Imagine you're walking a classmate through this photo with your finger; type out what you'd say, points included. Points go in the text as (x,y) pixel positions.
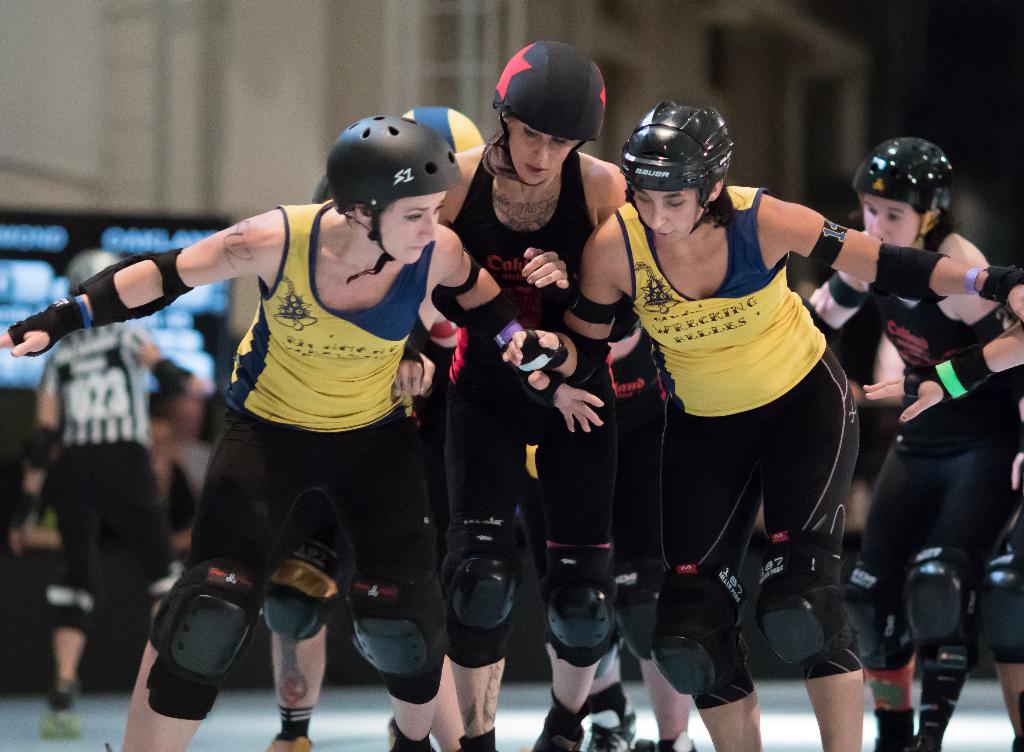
In this image I can see persons (512,383) with helmets (386,258). And in the background (134,435) there is a person (122,333), a board (117,216) and a building (488,14).
